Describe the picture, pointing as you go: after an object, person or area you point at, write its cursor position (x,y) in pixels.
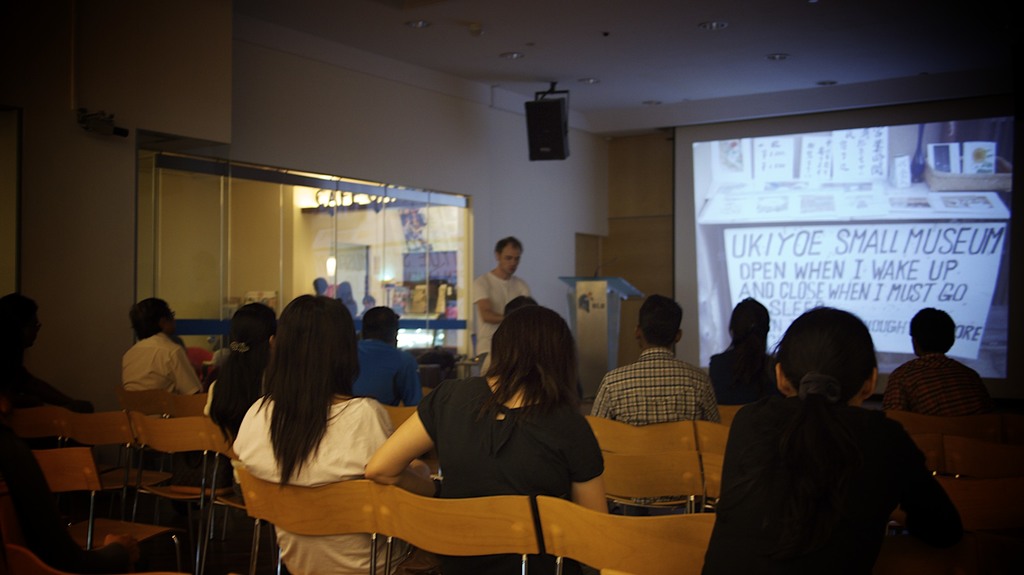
In this image, we can see a group of people (427,434). Few are sitting on the chairs (284,511). In the middle of the image (498,291), we can see a person (497,290) is standing. Background (528,232) there is a wall (514,228), glass doors (390,247), podium (608,296) with mic (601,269). Here there is a screen (767,244). Top of the image (657,40), there is a roof (657,40) with lights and speaker (535,132) we can see.
